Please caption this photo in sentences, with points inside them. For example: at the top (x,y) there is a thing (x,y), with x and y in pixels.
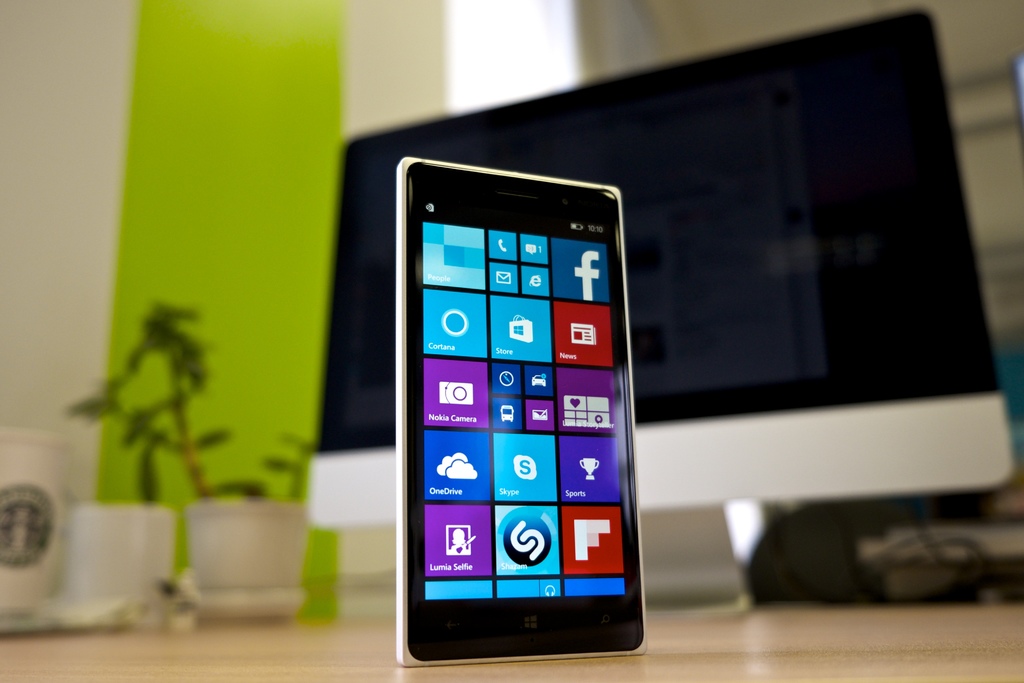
In the foreground of the image (635,611) we can see a cell phone (588,584). On the top of the image (593,115) we can see a monitor (937,287), but it is in a blur.
